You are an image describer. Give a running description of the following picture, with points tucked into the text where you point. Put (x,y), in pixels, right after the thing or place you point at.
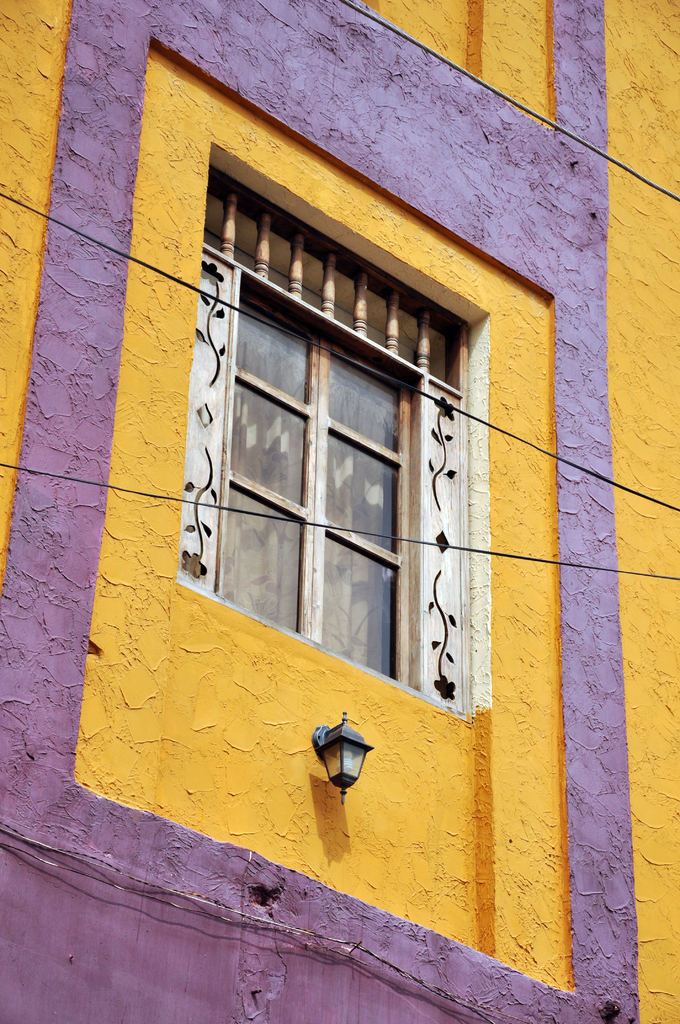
This is the picture of a building (410,604) to which there is a window (337,503) and a lamp (347,785).
